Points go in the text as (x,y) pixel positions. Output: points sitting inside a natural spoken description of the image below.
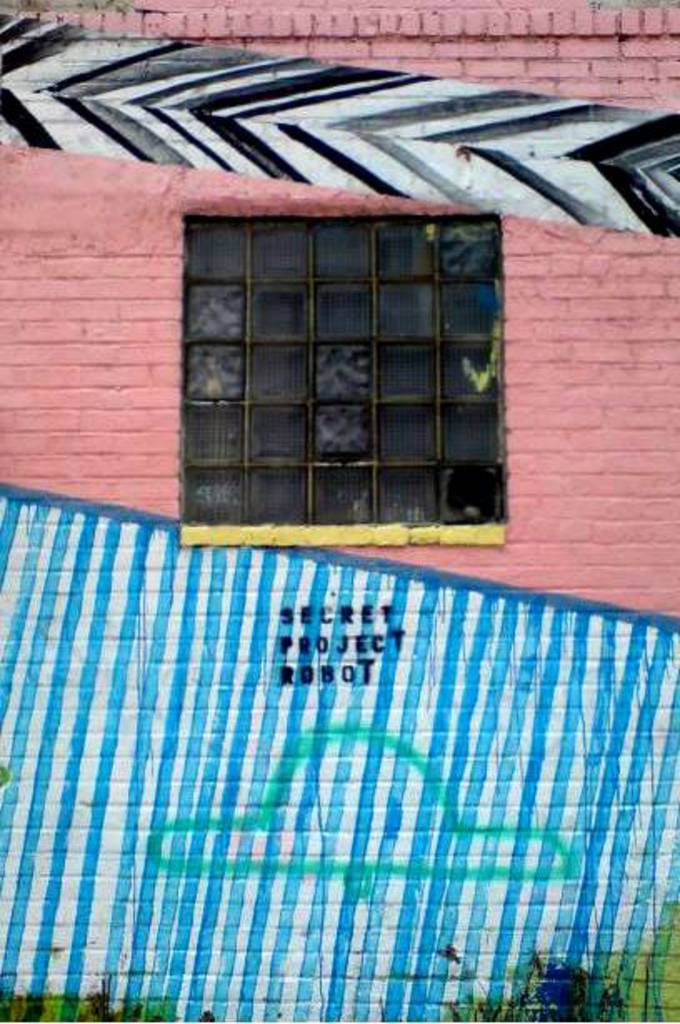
In this image I can see there are paintings (436,576) to this wall (488,701). In the middle (274,375) it is the window (248,450).
